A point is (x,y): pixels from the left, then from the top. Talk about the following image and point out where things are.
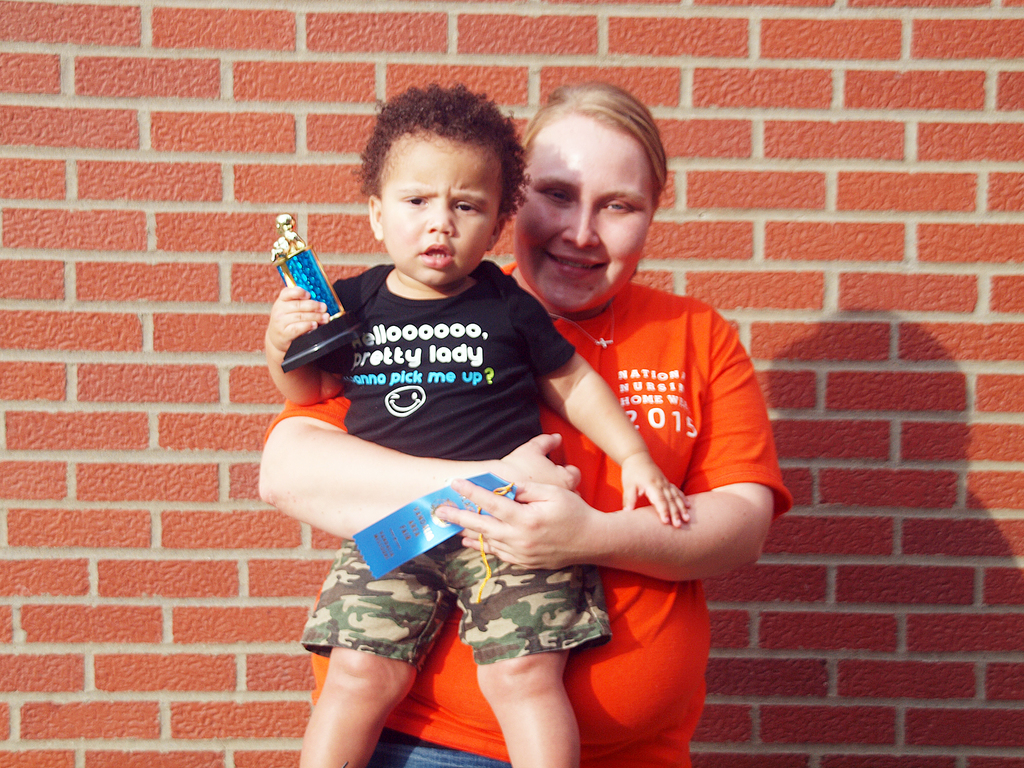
In the middle of the image (665,410) a woman (442,712) is standing and smiling and holding a baby (326,617). Behind them there is a brick wall (668,133).
